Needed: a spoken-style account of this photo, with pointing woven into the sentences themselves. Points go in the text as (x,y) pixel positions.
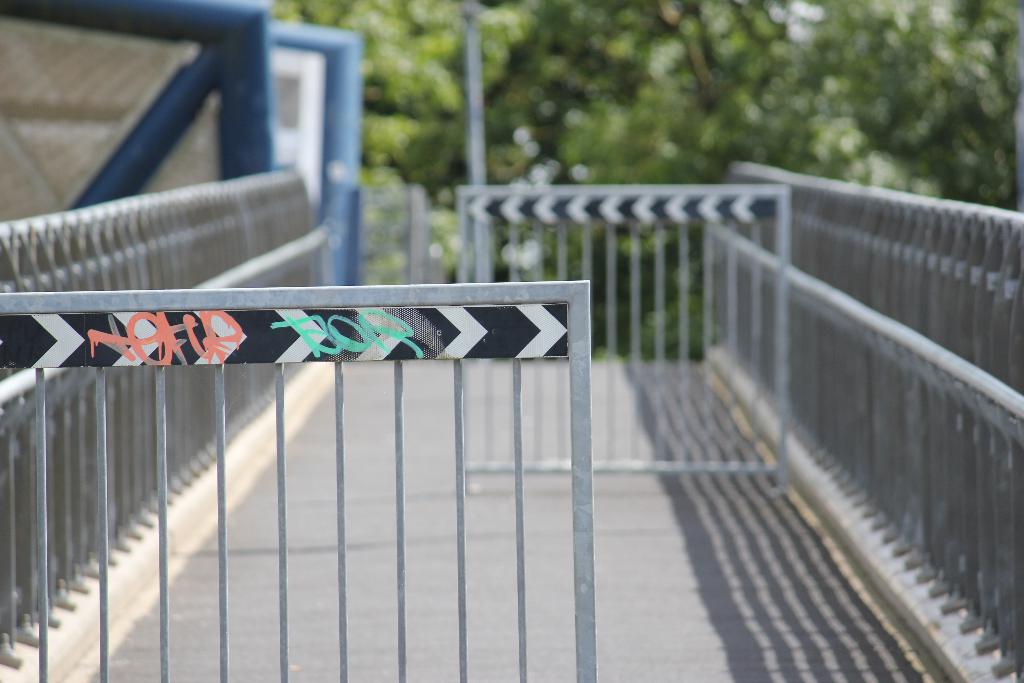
In the picture I can see few fences (795,328) and there are blue color objects (236,87) in the left corner (225,78) and there are trees (606,44) in the background (658,112).
